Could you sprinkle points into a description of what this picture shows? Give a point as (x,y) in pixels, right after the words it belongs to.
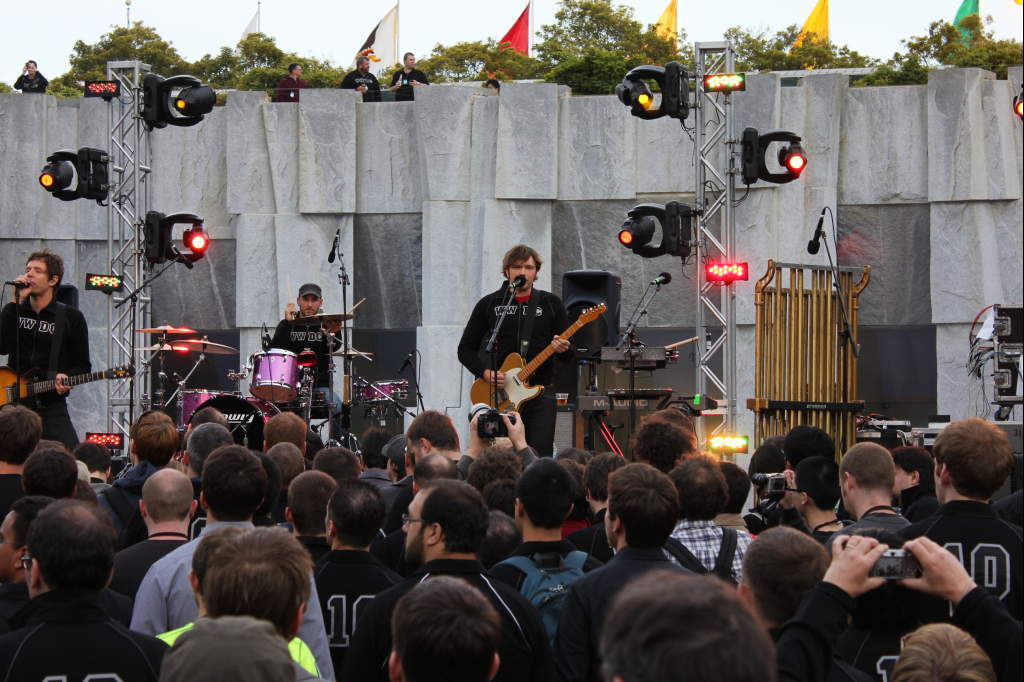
Here we can see a couple of people (58,319) playing guitar (513,374) and singing song with a microphone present in front of them and the person (323,347) in the middle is playing drums (266,380) with a microphone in front of him and there are colorful lights (96,189) present and there are trees (153,43) present and in front of them we can see people (910,539) standing and listening to them and some people (821,515) are recording their performance in video cameras (777,500).
